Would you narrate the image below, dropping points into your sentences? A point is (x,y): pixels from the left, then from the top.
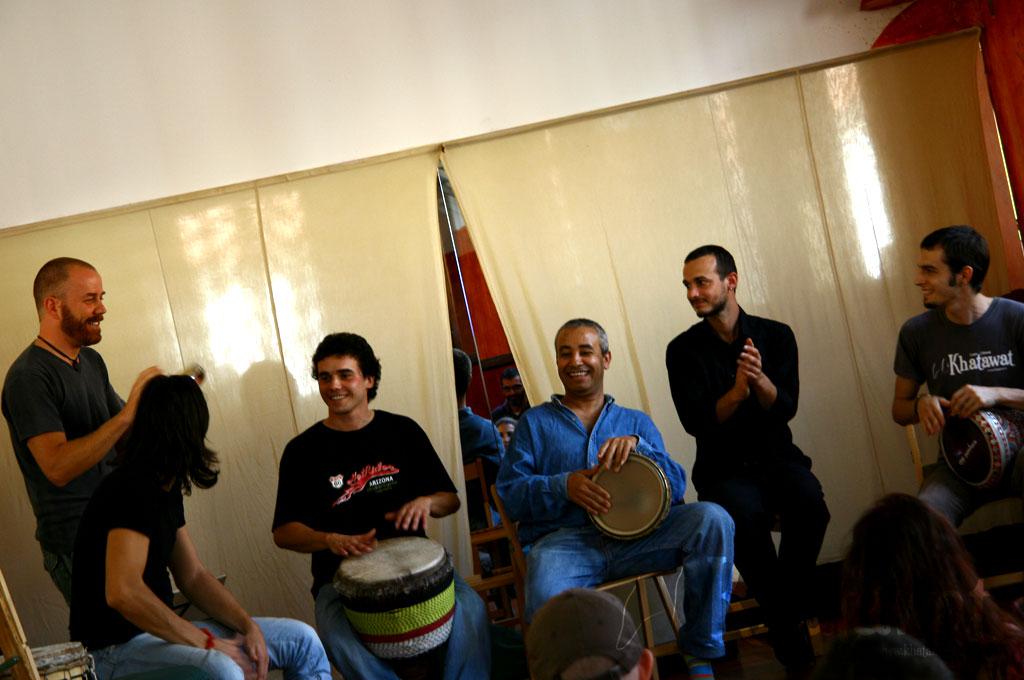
The picture is taken in a closed room (347,408) in which there are number of people (283,543) present, at the center of a picture there is a person (527,451) in a blue dress (570,502) playing the drums (610,513) and at the right corner of the picture (915,419) there is a another person (1014,385) sitting and playing the drums (970,478) and at the left corner of the picture (205,602) there is person (129,584) sitting in the black dress (101,511) behind him there is one person (64,449) standing and wearing a grey t-shirt (55,385) and behind them there is a curtain (573,257) is covered on the mirror (477,301) and in front of the people (566,523) there is the crowd (879,612).
